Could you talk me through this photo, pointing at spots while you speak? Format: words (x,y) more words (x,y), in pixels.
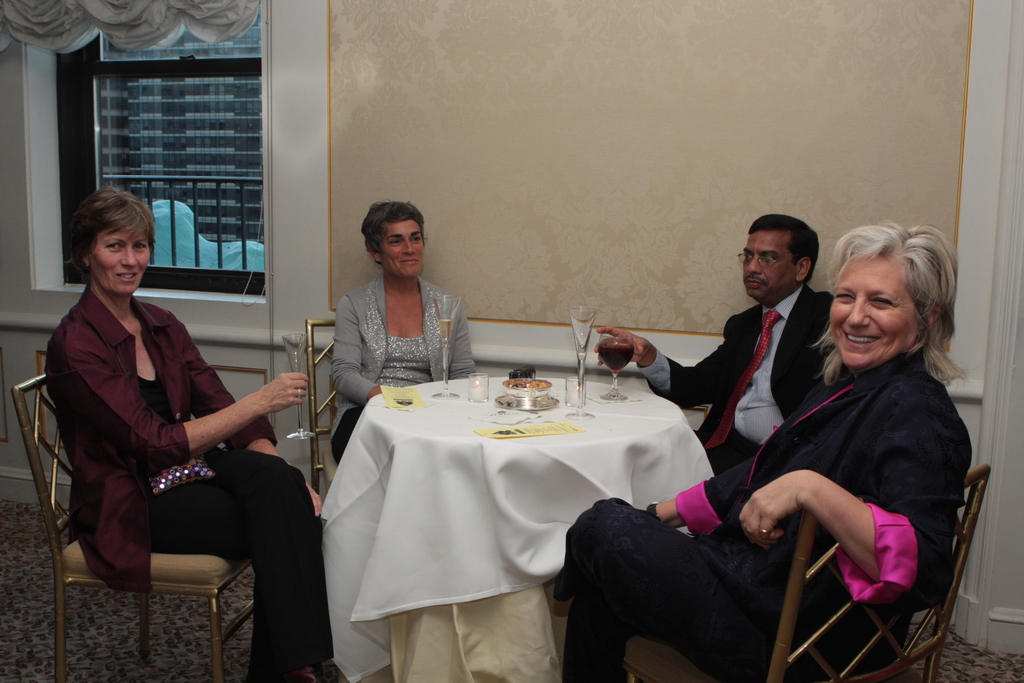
It is inside a room (608,225), there is a table (601,409) and some food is placed on the table (649,424), around the table (649,402) there are four people (295,646) sitting behind them there is a wall (525,168) with gold painting (728,165) to the left side (238,241) there is a window (235,228).
